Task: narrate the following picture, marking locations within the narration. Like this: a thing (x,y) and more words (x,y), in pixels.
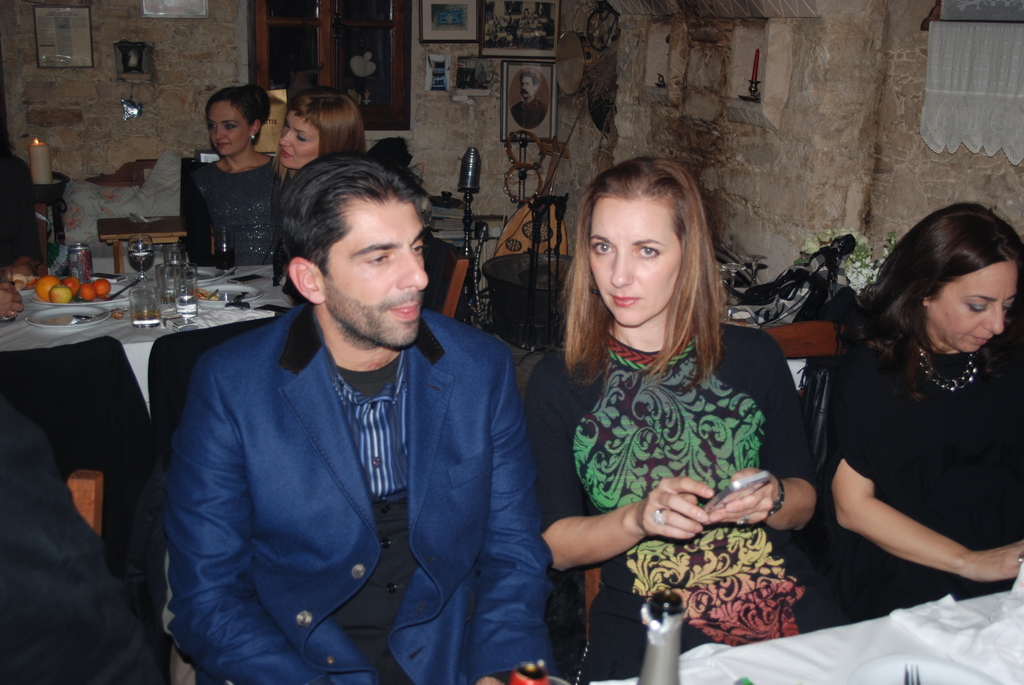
In this image we can see many people (731,337) sitting on chairs (198,213). One lady (677,392) is holding a mobile (727,494). Also there are tables (846,631). On the tables (860,630) there are glasses (194,308), plates (92,310), tray (98,299) with fruits (77,293) and many other items (675,655). In the back (330,77) there is a wall (155,26) and windows (359,44). On the wall (217,55) there are photo frames (520,56) and few other items (431,79). In the background (552,225) there are many other items (753,282). On the right side (972,102) there is a curtain (938,93).
